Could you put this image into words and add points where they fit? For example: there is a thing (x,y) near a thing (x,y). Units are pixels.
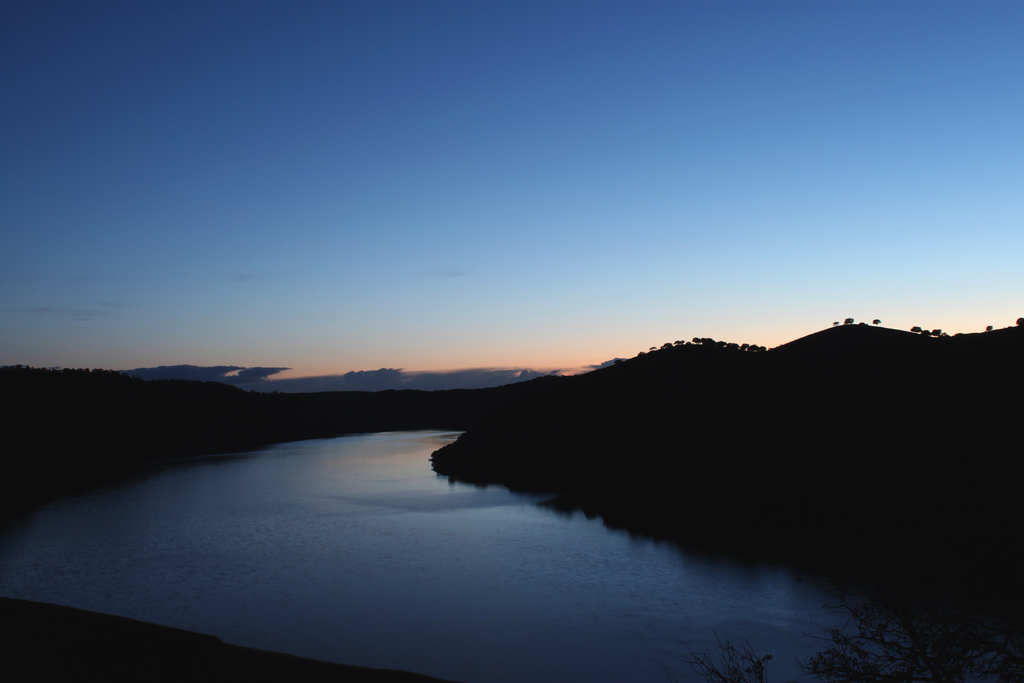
In this image I can see at the bottom (417,533) it is the river (441,536). On the right side (709,345) there are trees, at the top (636,109) it is the sky (480,185).
